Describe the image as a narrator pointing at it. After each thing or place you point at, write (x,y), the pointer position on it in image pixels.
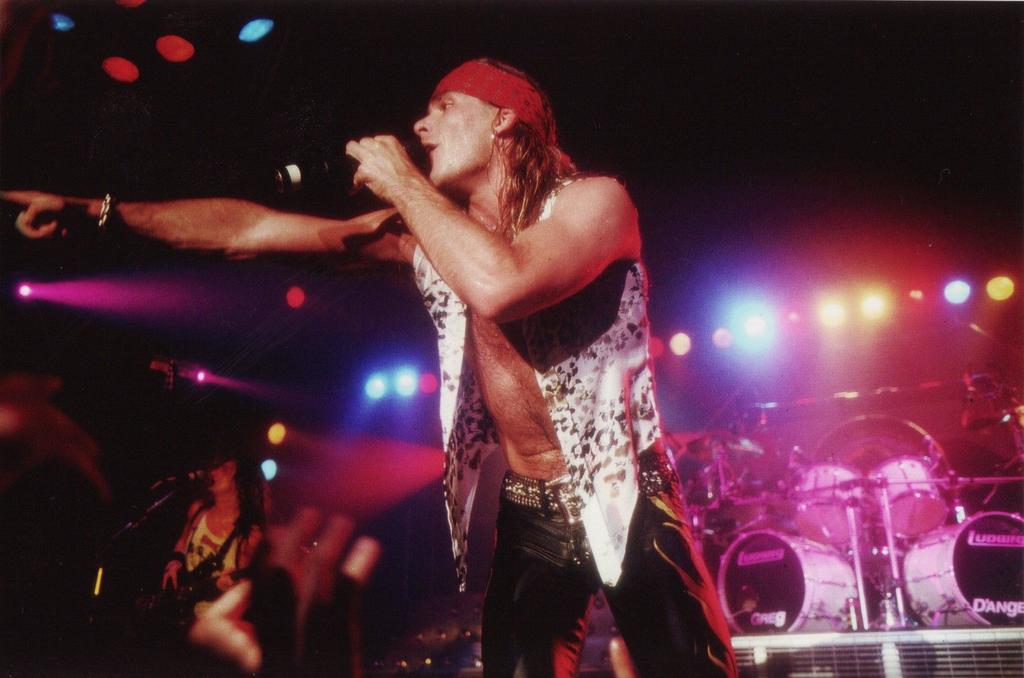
The picture is taken in a musical concert where a guy (584,348) wearing a red hair band (522,100) is singing with a mic (309,182) in his hand (375,153). In the background (824,528) there are few musical instruments (815,561) with lights (659,343) attached to the roof (236,44).
